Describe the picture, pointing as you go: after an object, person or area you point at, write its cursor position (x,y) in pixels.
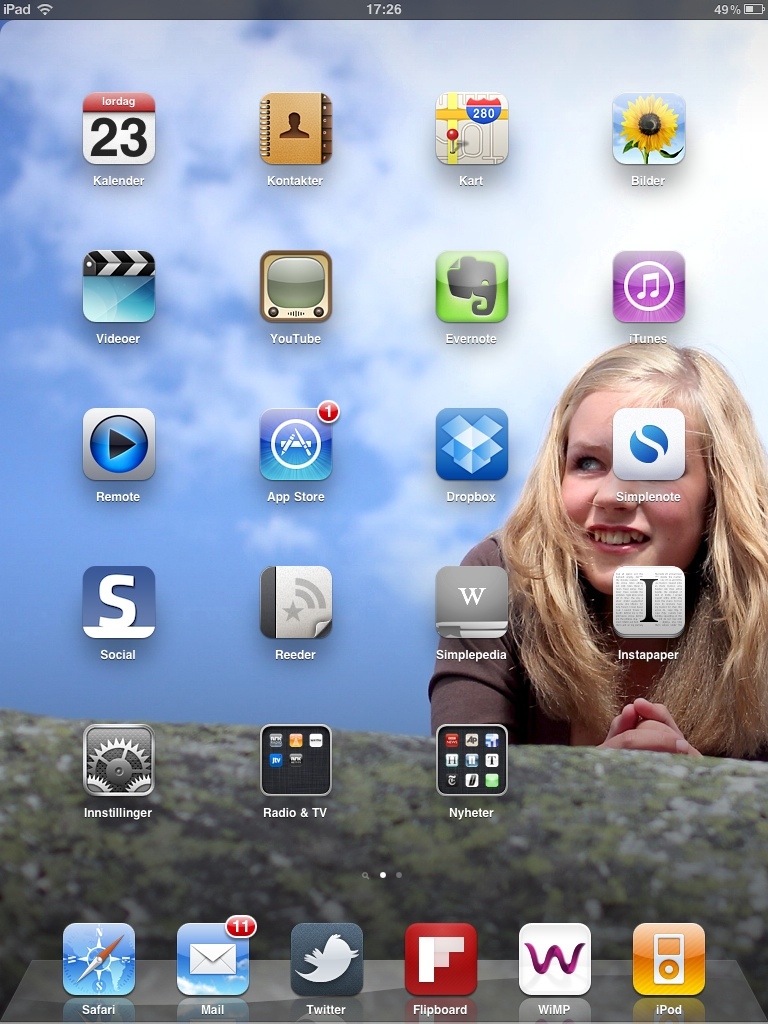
In the foreground of this picture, there is a screen (519,381) of a tablet (422,437) where we can see few apps (325,405) and a woman wallpaper (592,518) in the background (380,582).
